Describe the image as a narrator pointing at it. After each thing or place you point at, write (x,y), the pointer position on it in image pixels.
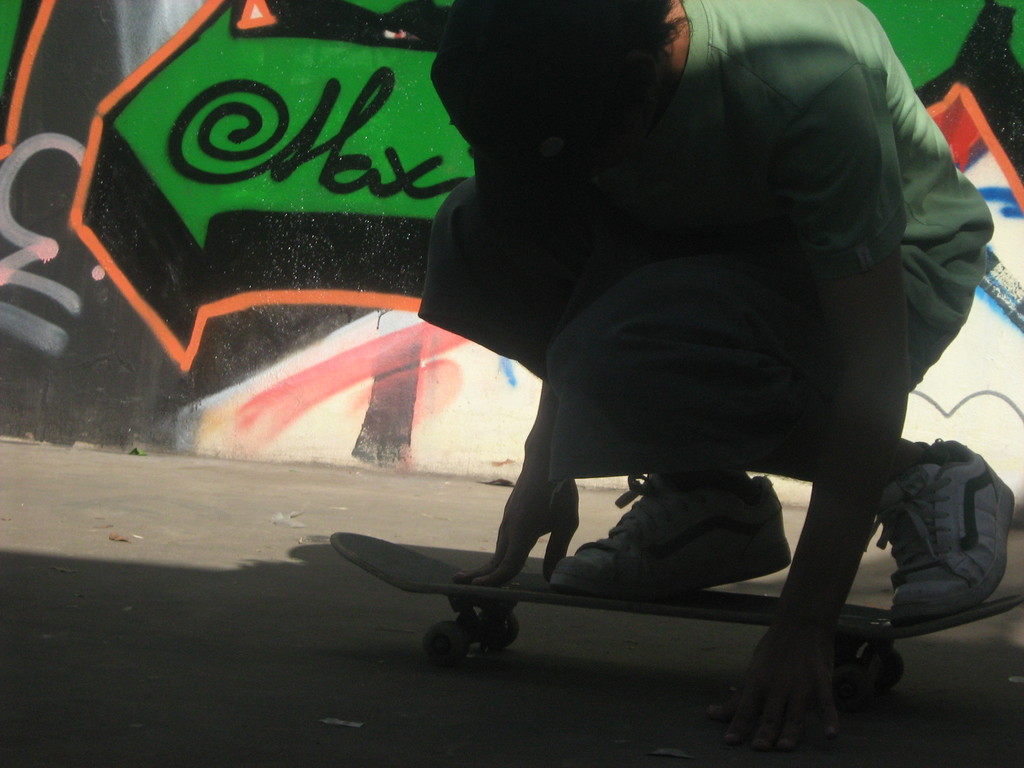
In this image we can see a kid (741,450) on the skateboard (959,620). At the bottom of the image (493,714) there is floor (387,645). In the background of the image (363,264) there is wall (234,77) with graffiti (204,128) on it.
